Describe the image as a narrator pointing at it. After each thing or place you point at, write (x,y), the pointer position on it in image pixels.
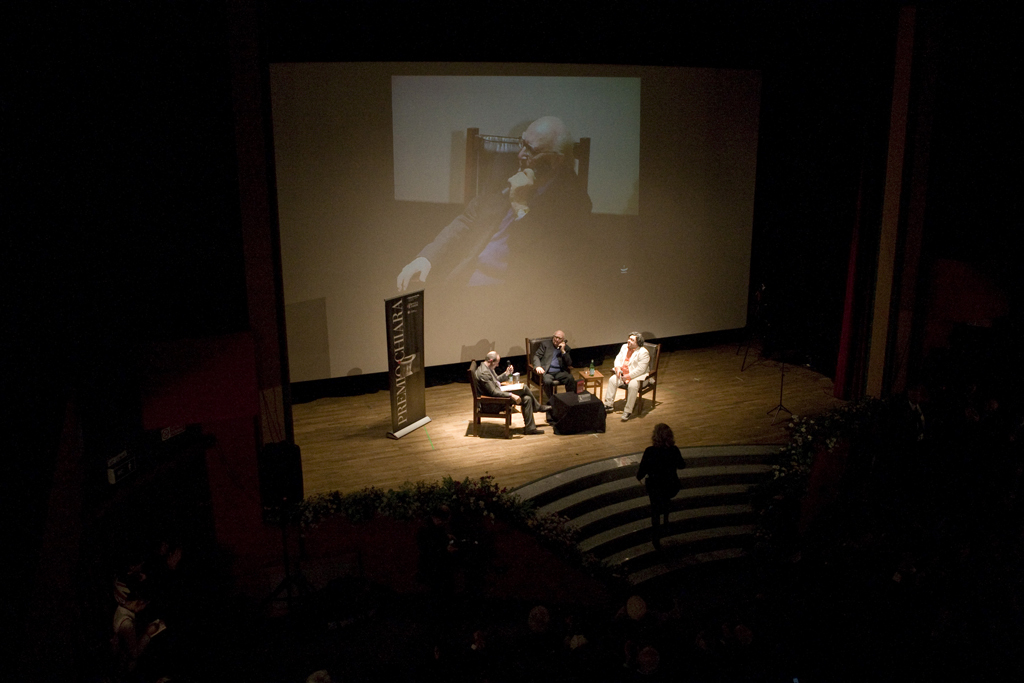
In the center of the image (547,400) we can see three people (548,376) sitting. There are stands (587,412) and we can see a bottle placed on the stand (595,383). There is a banner (407,340). In the background (485,289) we can see a screen (368,253). At the bottom (643,630) there are people (628,637) and we can see stairs (633,510). There are plants (780,515) and we can see flowers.
